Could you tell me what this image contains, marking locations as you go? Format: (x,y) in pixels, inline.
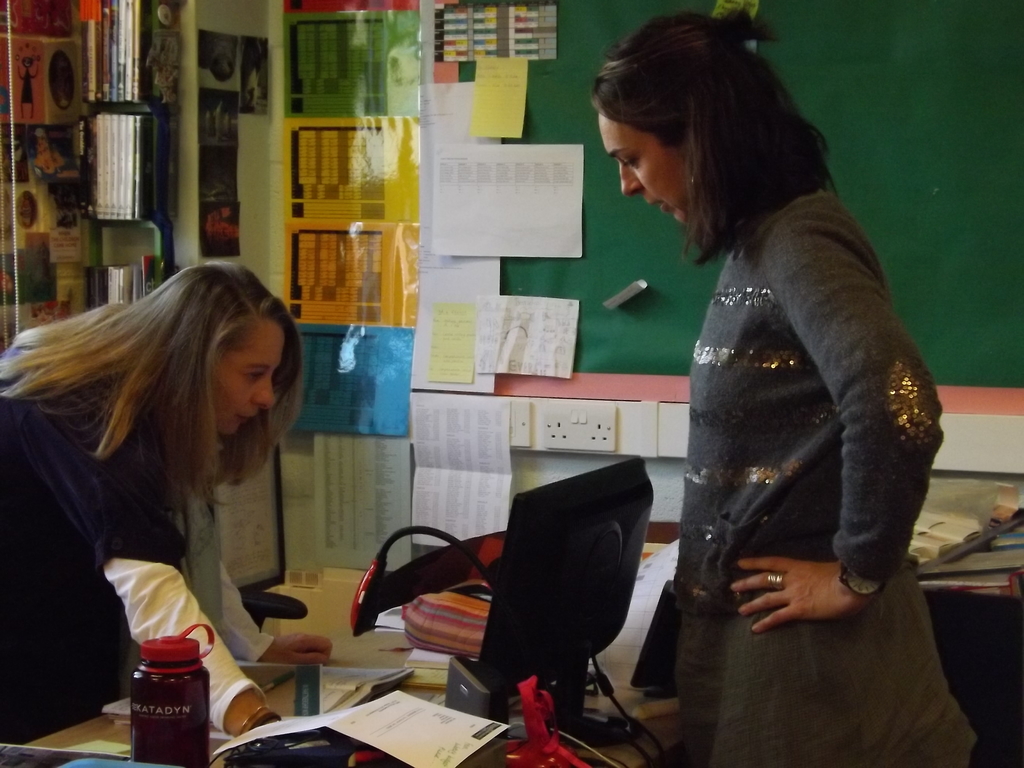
In this image, at the right side (742,638) there is a woman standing and we can see a black color monitor (534,583), at the left side (126,539) there is a girl (169,530) looking at the monitor (550,594), in the background (624,363) there is a green color board (600,245), there are some papers (449,229) on the wall (515,454), we can see some white color switch boards (596,449).
